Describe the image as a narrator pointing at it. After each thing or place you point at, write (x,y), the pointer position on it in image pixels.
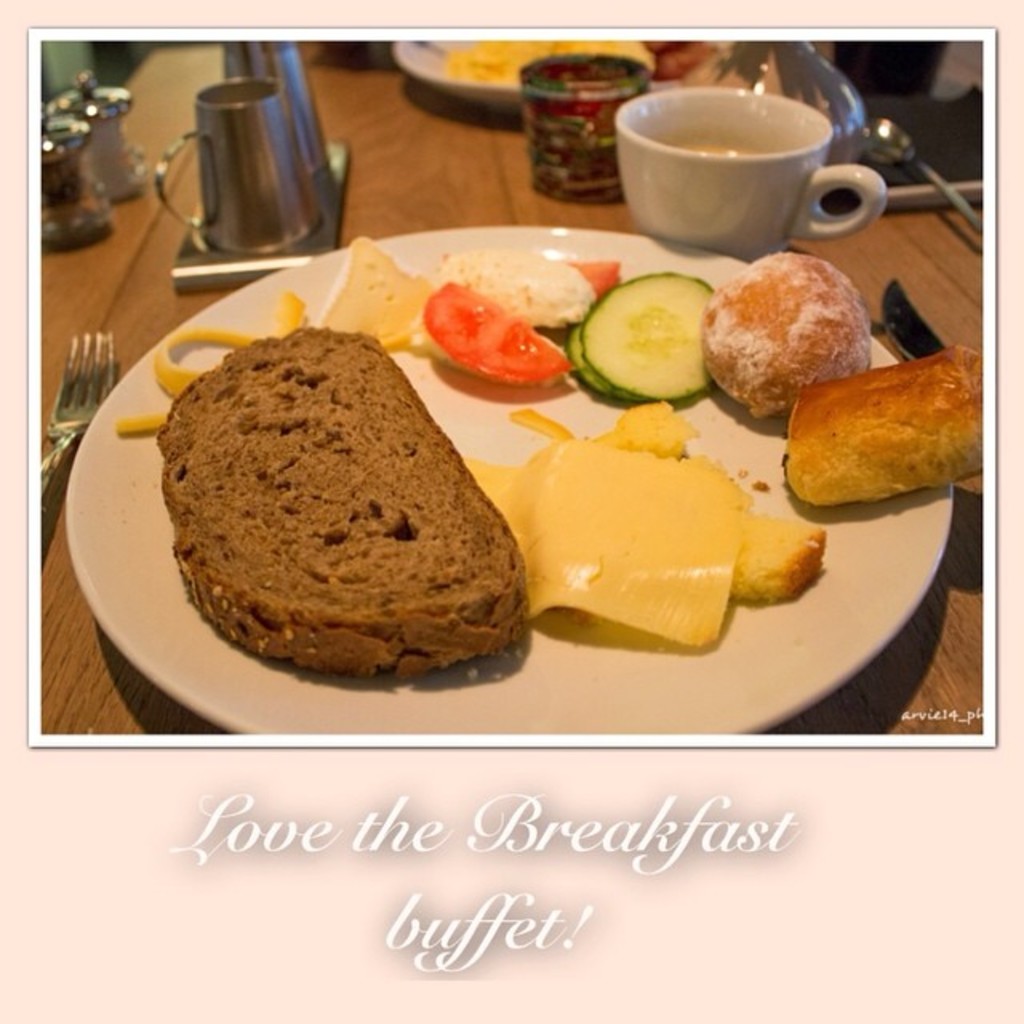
We can see plate (559,658) with cucumber (669,319) and food (533,514), bowl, jars (88,179), cup (753,219), fork (83,408) and some objects (305,87) on the table (68,642). Bottom of the image (303,842) we can see text (455,917).
